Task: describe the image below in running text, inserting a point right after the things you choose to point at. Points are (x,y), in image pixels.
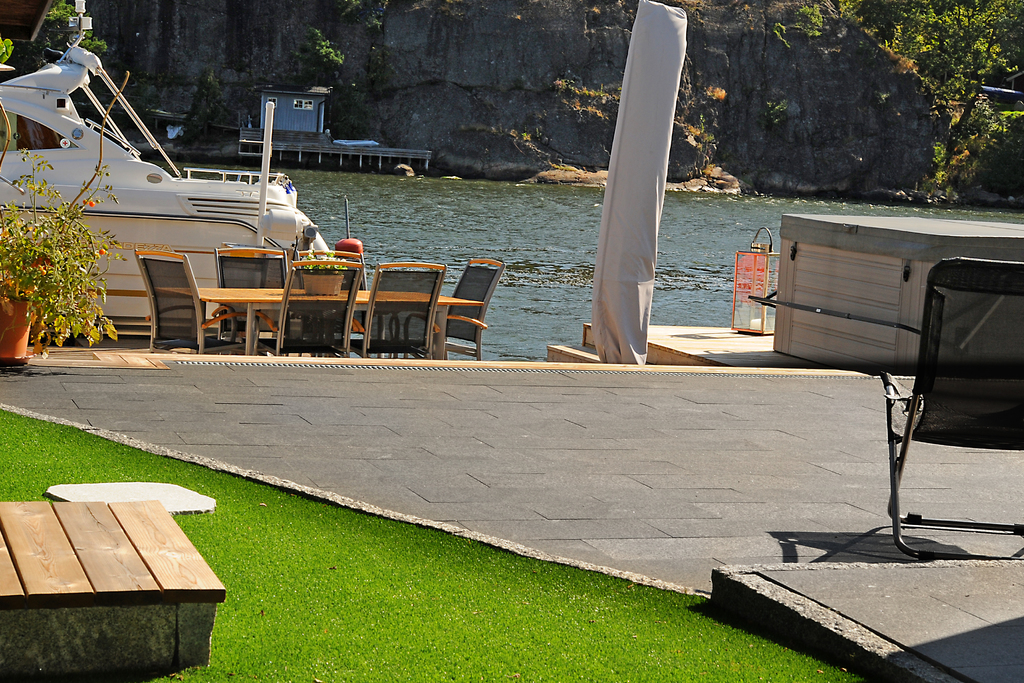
In this picture, we can see on the path (142,406) there are chairs (325,286), table (270,288) and on the table (252,305) there is a pot (310,283) with plant (315,268) and grass (330,593). Behind the chairs (225,270) there's a boat (184,227) on the water (352,195), trees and a hill (856,88).
